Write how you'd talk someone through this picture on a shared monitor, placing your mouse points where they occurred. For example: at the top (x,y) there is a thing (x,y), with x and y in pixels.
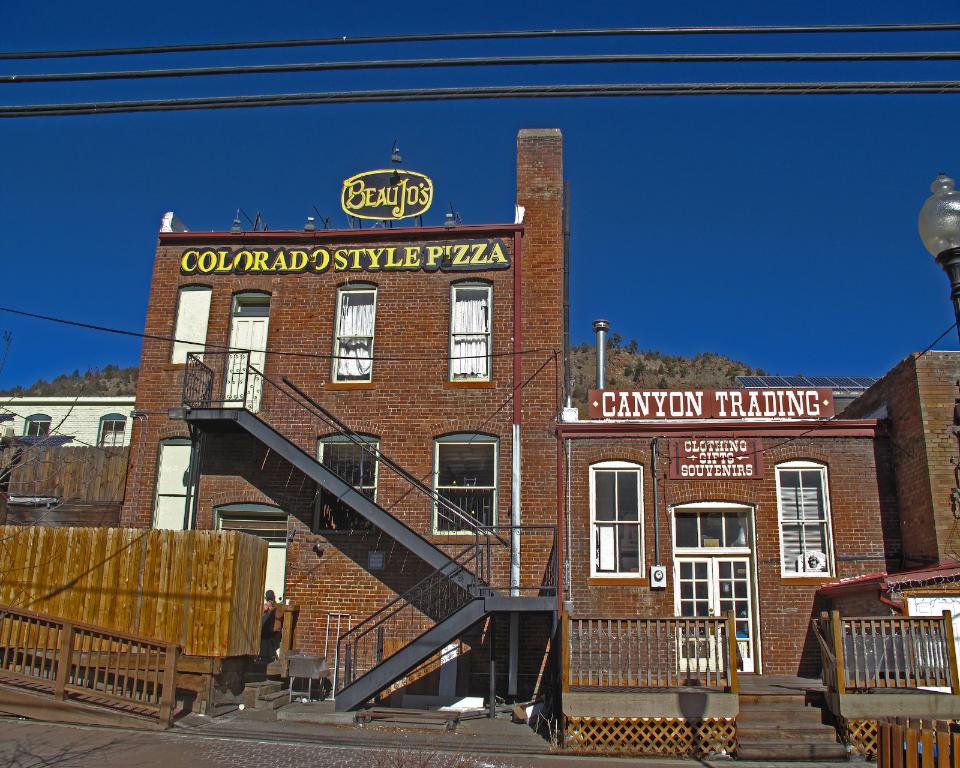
In the middle of the image (338,313) there are some buildings (154,285). Behind the buildings (375,313) there is a hill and sky (810,10).
